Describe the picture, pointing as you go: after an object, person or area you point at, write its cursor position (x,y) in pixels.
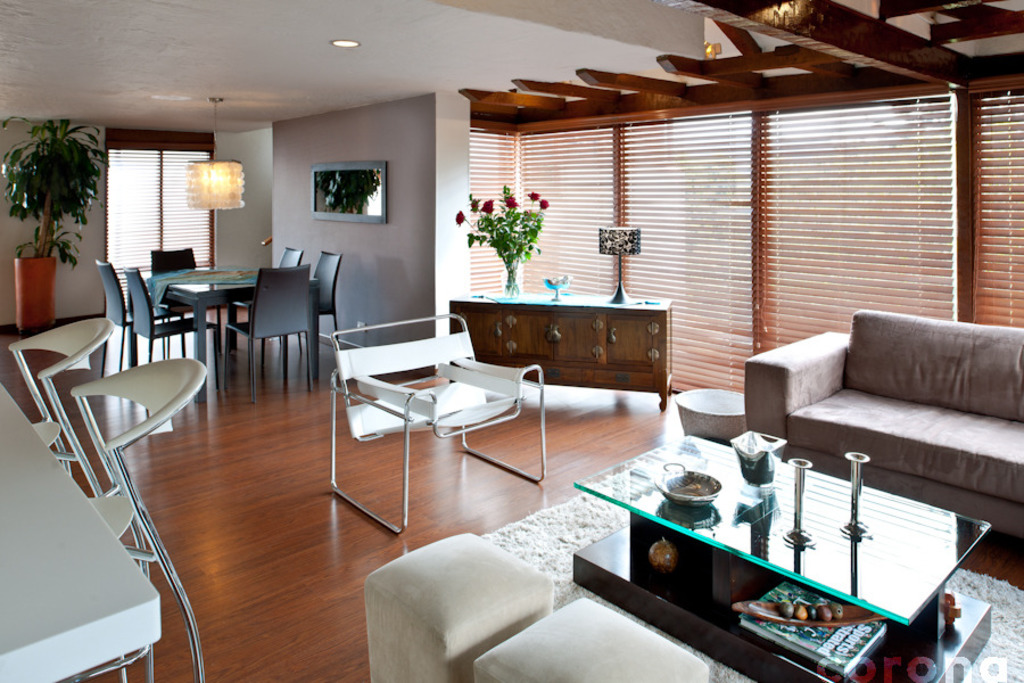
This is inside of the room (614,433) we can see sofa (901,403), chairs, tables (709,558), mat (546,514), on the table (708,540) we can see flower plant (513,207), lamp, books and objects (842,624). We can see mirror (356,187) on the wall (394,221). This is plant (87,169). On the top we can see lights (354,43). This is floor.
